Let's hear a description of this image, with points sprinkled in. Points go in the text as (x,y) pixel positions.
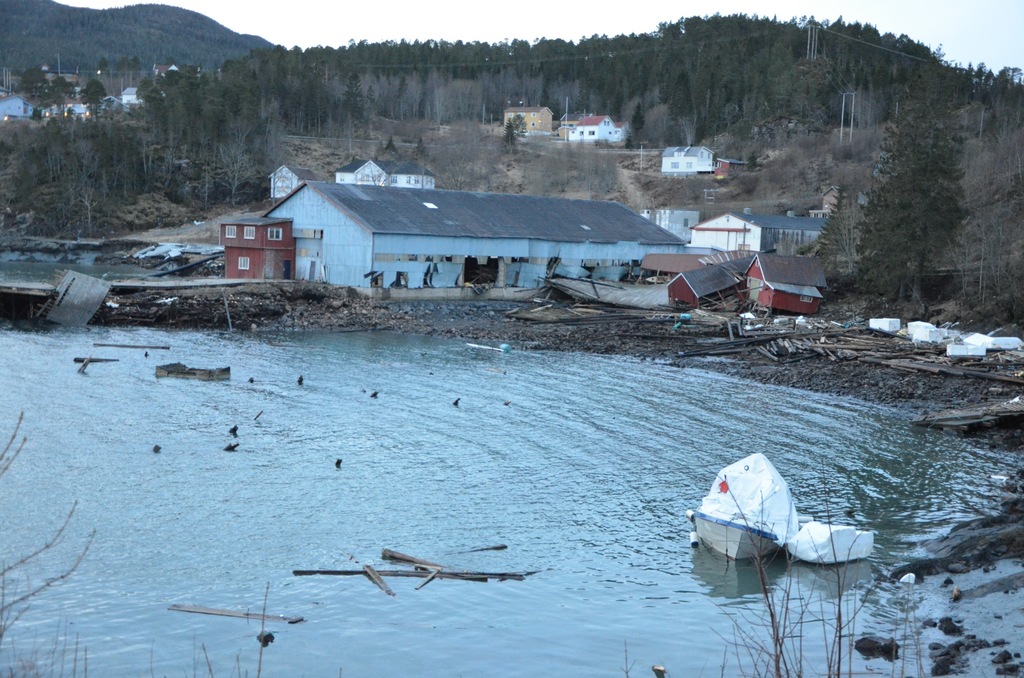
In this picture we can see a boat (722,548), sticks (396,558), water (402,512), buildings (313,228), trees (227,122), poles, mountains (146,46) and some objects (991,366) and in the background (404,40) we can see the sky (419,7).
